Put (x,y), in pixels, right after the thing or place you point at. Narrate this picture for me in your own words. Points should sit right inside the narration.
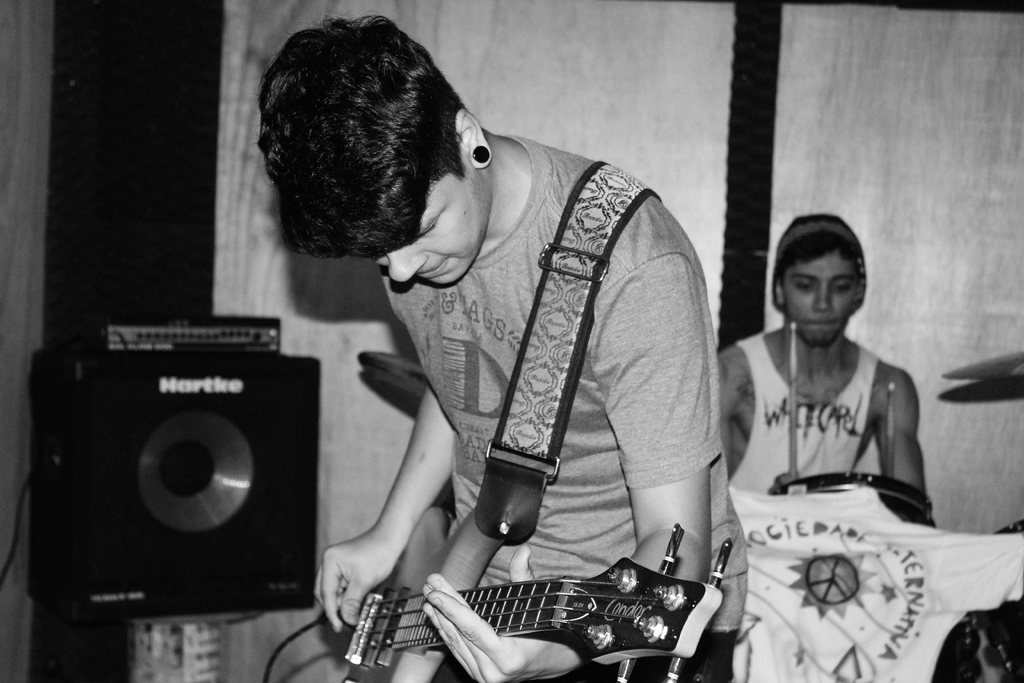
In the given image we can see two boys (619,382) and there are musical instruments (675,533) which they are playing.
